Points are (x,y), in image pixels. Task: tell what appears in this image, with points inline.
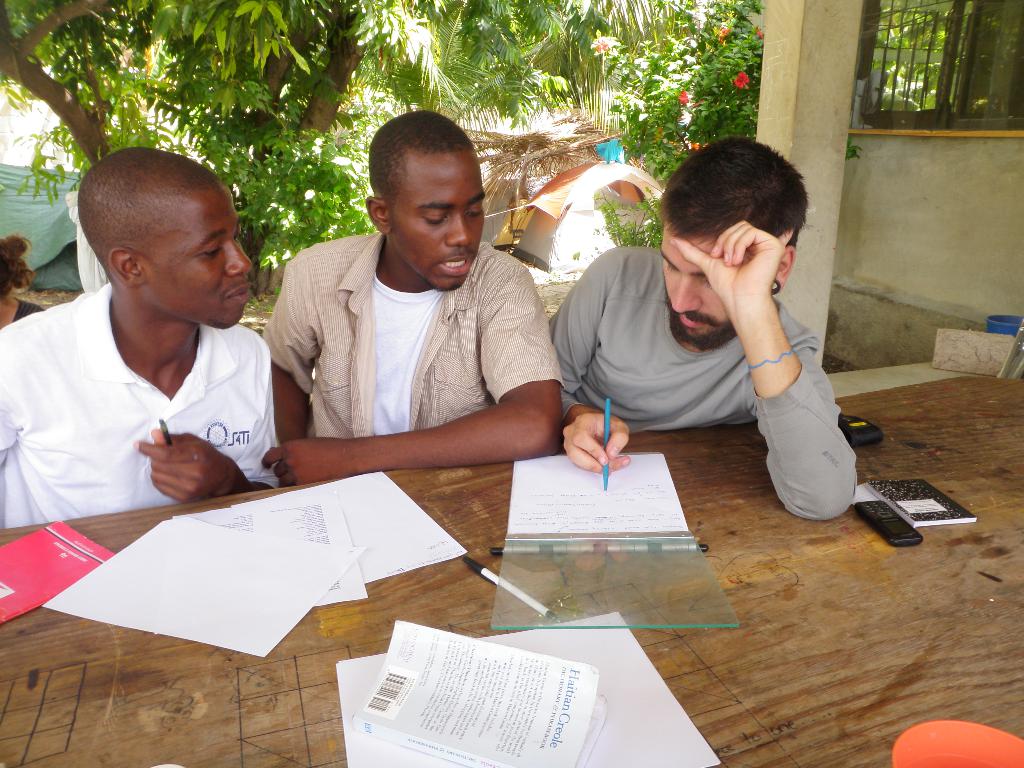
There are people (262,345) sitting in front of a table (935,560) in the foreground area of the image (836,541), there are papers (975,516) and gadgets (872,505) on the table (844,622). There are trees (289,121), tents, pillar (797,118) and a house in the background (691,96).
